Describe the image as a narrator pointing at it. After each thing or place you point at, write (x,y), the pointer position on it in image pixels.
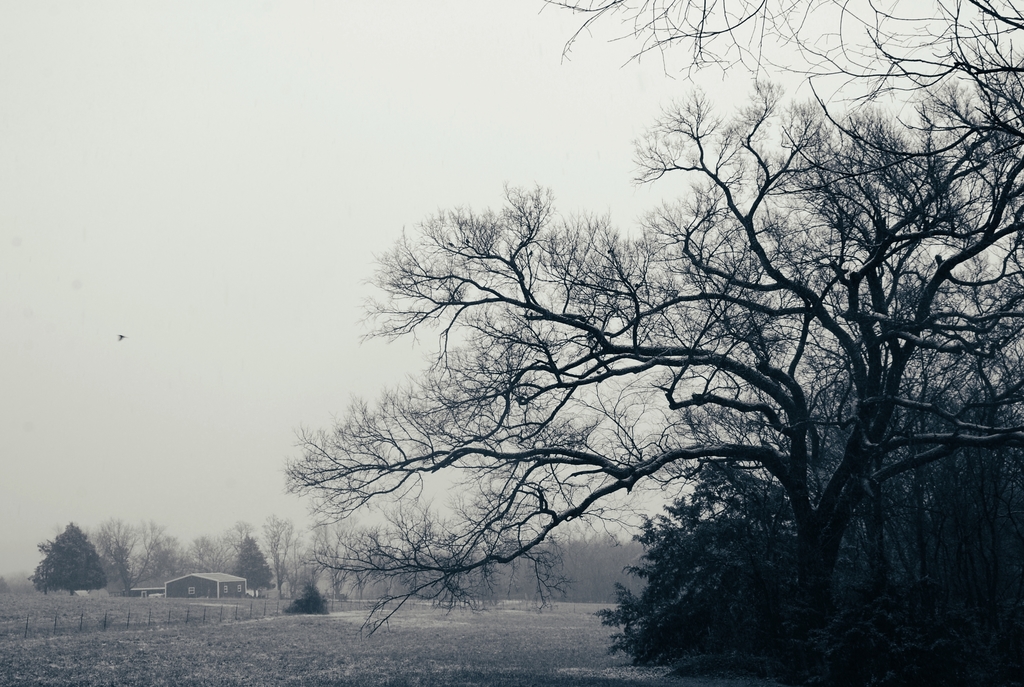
In this image I can see few trees (711,475), the ground (338,622) and the fencing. In the background (237,589) I can see a building (180,577), few trees (182,556) and the sky (214,155).
